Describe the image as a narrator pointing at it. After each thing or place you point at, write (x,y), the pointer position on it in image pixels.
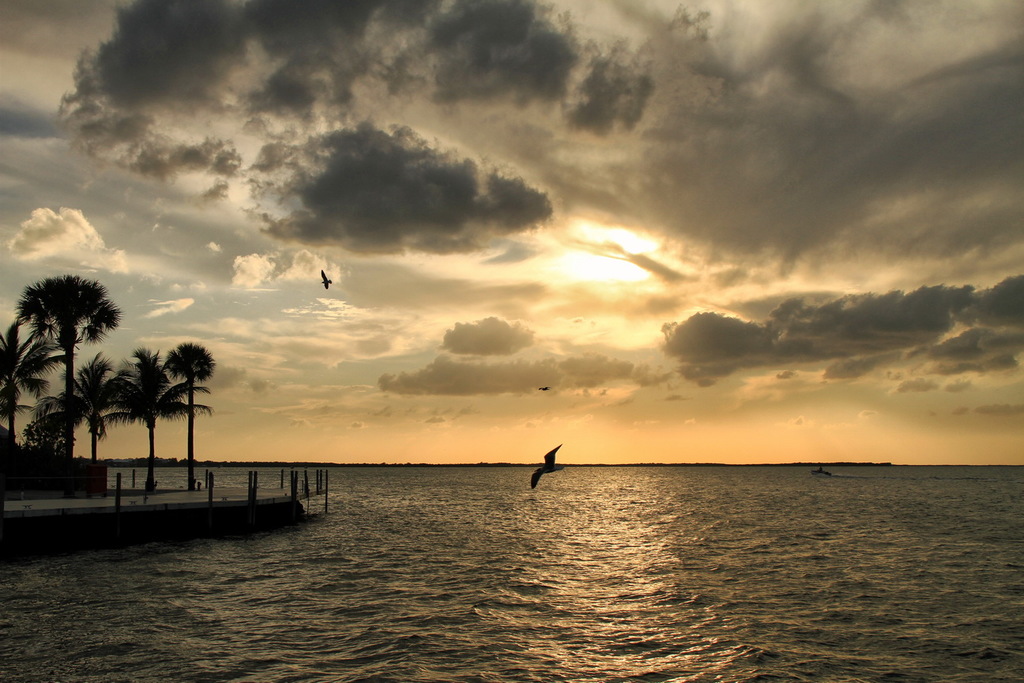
In this picture I can see at the bottom (676,608) there is water (506,542), in the middle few birds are flying. On the left side (30,344) there are trees (11,344) and it looks like a wooden bridge (266,520). At the top (627,202) there is the sky (655,246).
